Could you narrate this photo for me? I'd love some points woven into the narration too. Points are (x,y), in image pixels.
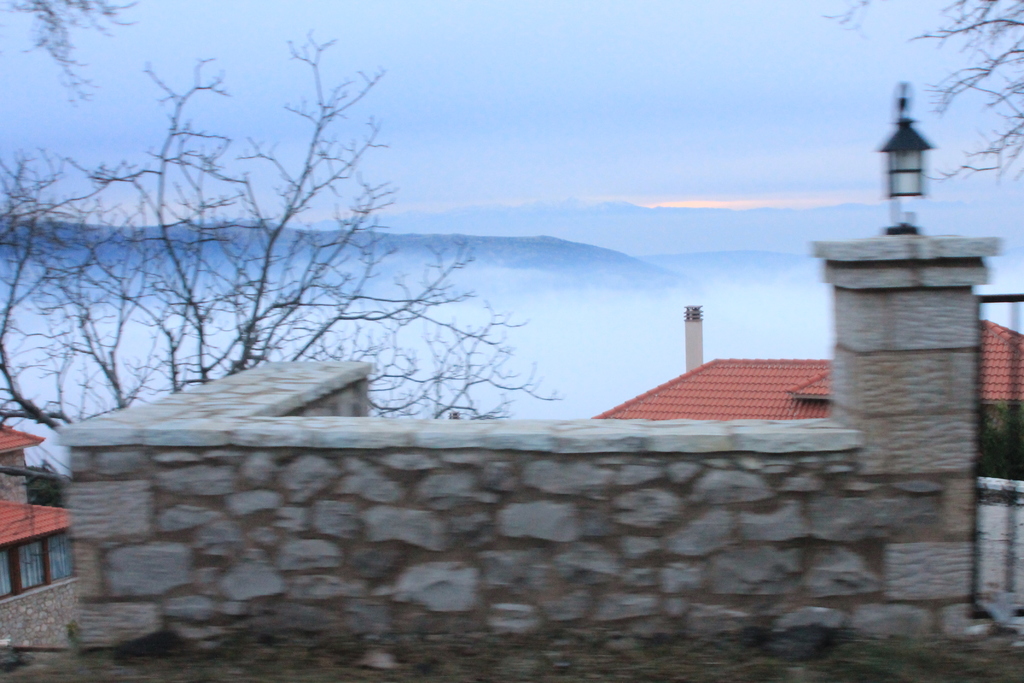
In this image there is a wall (256,531), in the background (54,505) there are houses (16,542), trees (269,245), mountain (220,255) and the sky (566,123).
